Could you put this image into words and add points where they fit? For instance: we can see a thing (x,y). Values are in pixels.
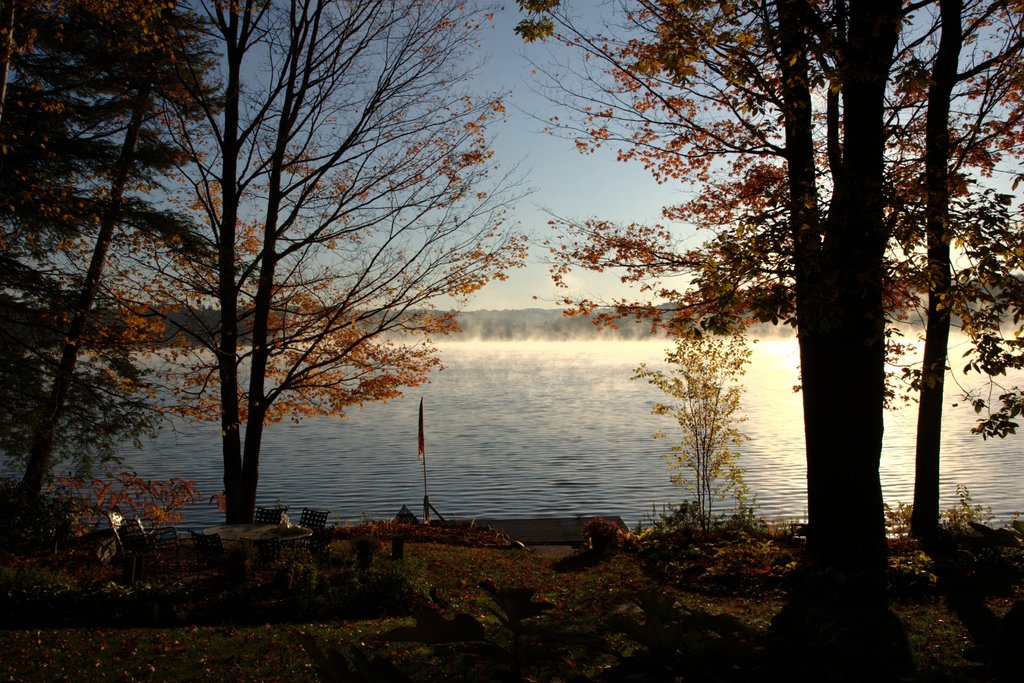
In this picture I can see grass (446,559), plants (374,574), chairs (261,512), table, flag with a pole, water (451,436), trees (684,317), and in the background (551,159) there is sky (569,175).
